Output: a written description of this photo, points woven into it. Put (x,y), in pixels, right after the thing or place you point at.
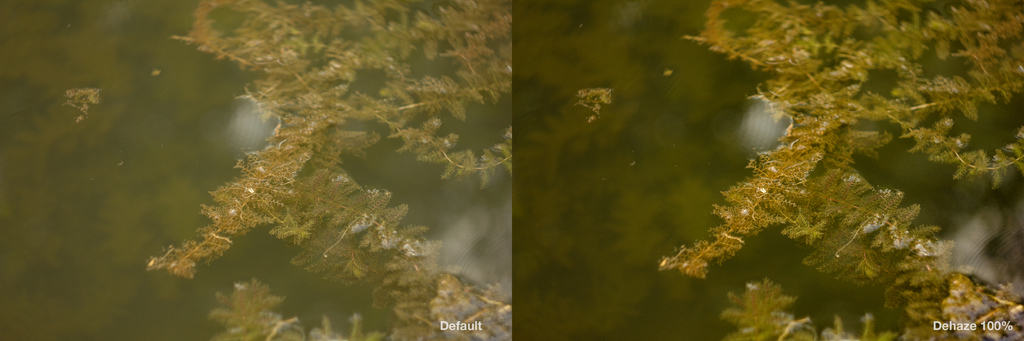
In this image, we can see water (650,180), there are some plants (805,194) in the water (771,127).
